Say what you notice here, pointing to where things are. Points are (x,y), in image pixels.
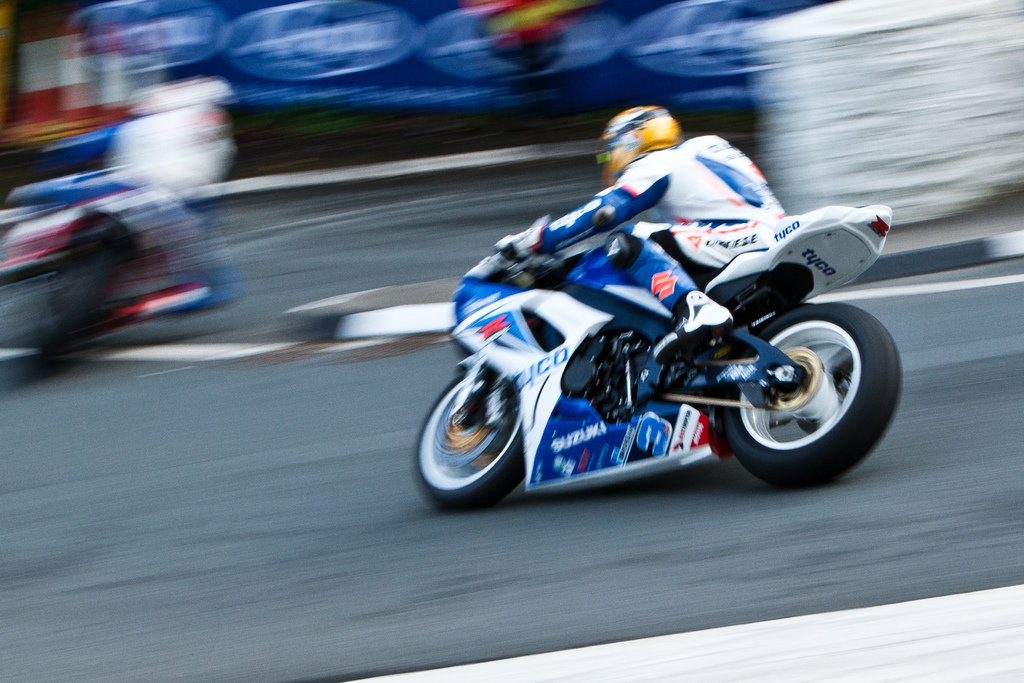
In this image in the center (647,376) there is one bike (832,222) and on the bike (510,400) there is one person (705,241) sitting and riding, and the background (963,170) is blurry. At the bottom (278,543) there is road (535,527).
